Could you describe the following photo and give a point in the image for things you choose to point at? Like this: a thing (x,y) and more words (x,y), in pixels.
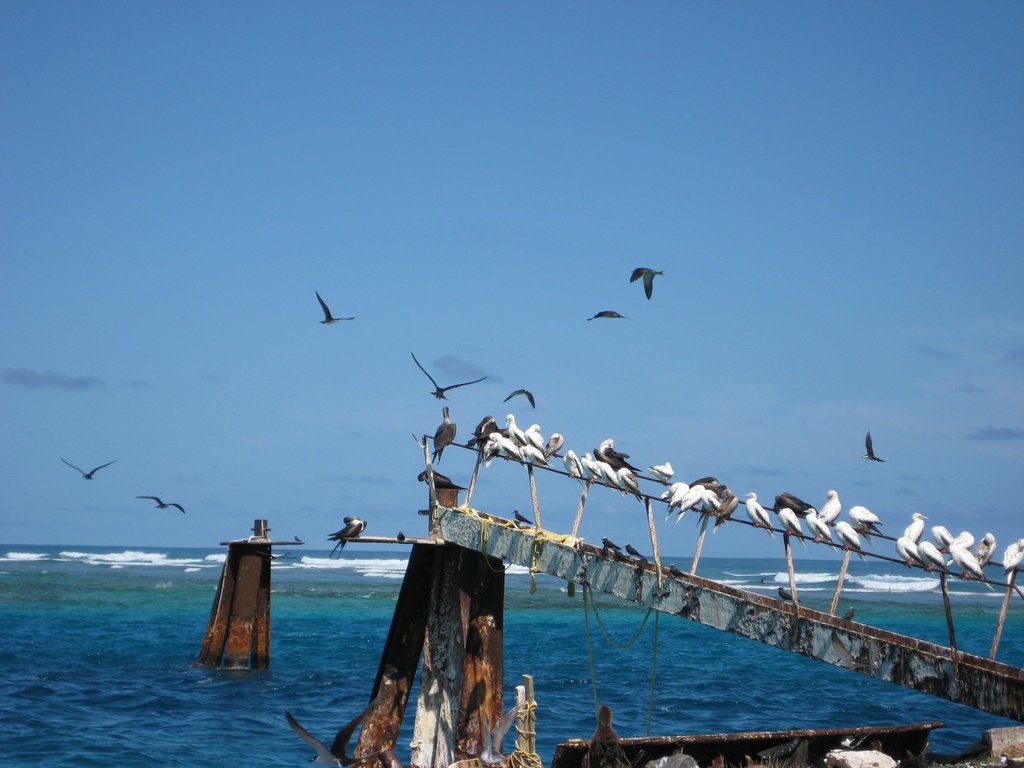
In the picture I can see group of birds (611,484) among them some are flying in the air (797,320) and some are on a metal object (824,654). In the background (382,598) I can see the water (335,644), some objects (270,632) in the water (318,610) and the sky (410,327).
